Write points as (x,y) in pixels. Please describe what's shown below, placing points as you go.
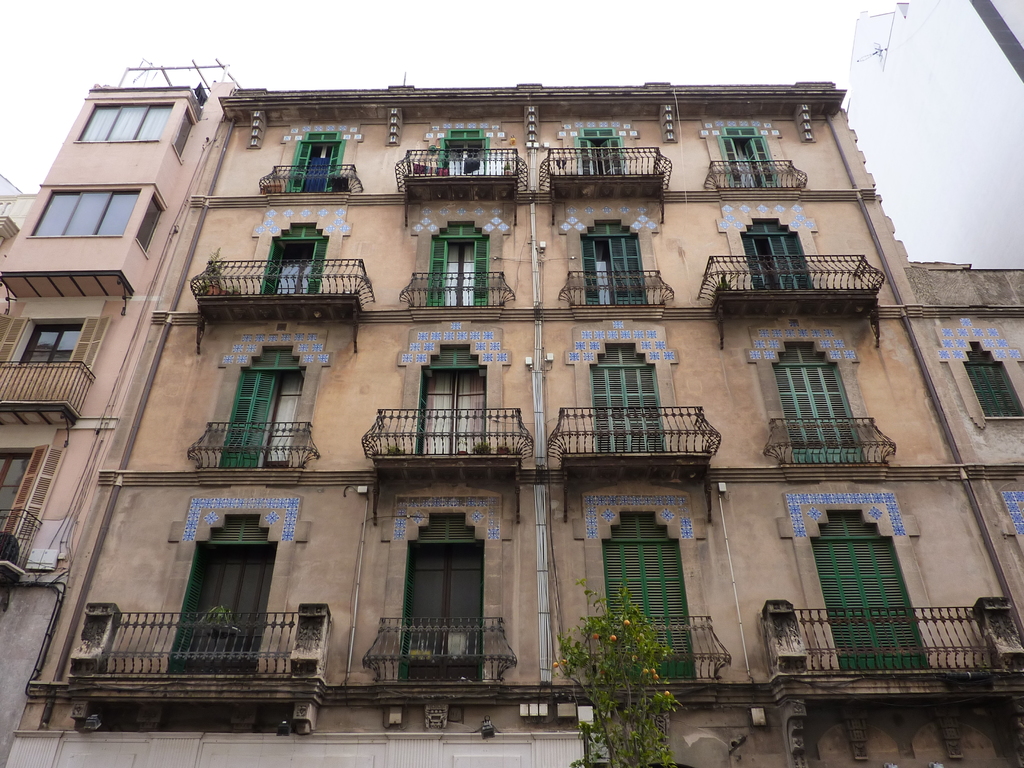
In this image we can see few buildings (458,297) with doors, windows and balcony railings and there is a tree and at the top (244,7) we can see the sky (191,35).
